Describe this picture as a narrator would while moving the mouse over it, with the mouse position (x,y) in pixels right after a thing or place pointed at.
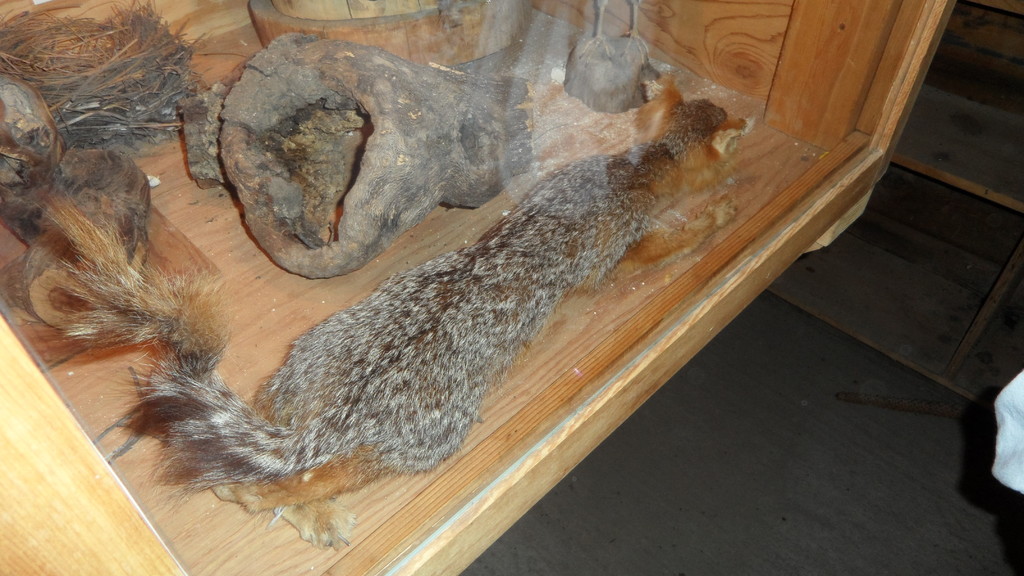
In this picture I can see there is skin (297,416) of an animal (374,334) and there are few more objects (325,157) in the wooden box (462,236) and it has a glass (198,134).
